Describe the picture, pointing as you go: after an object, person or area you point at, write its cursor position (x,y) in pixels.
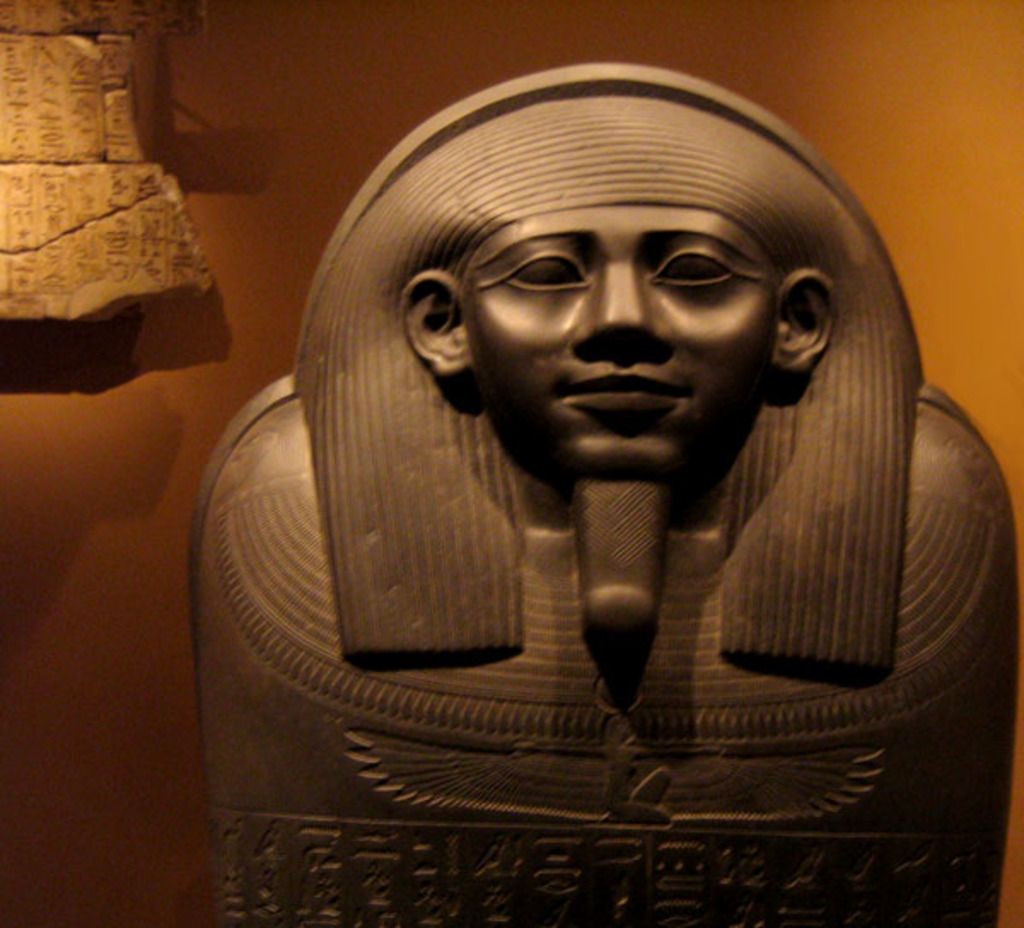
In the center of the image (388,576) there is a sculpture (517,452). In the background (267,116) there is a wall (314,165).
